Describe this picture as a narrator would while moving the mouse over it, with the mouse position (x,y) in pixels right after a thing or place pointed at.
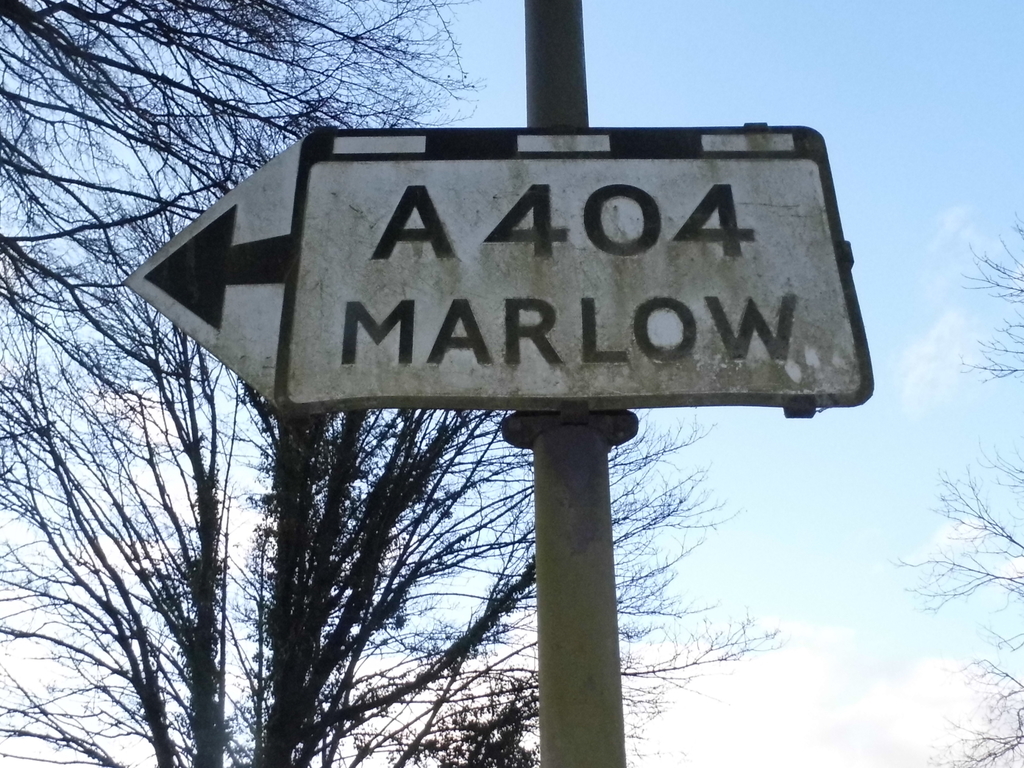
In the middle of the image (675,341) there is a pole (532,131), on the pole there is a sign board (423,400). Behind the pole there are some trees (531,763) and clouds (652,684) and sky (974,100).
